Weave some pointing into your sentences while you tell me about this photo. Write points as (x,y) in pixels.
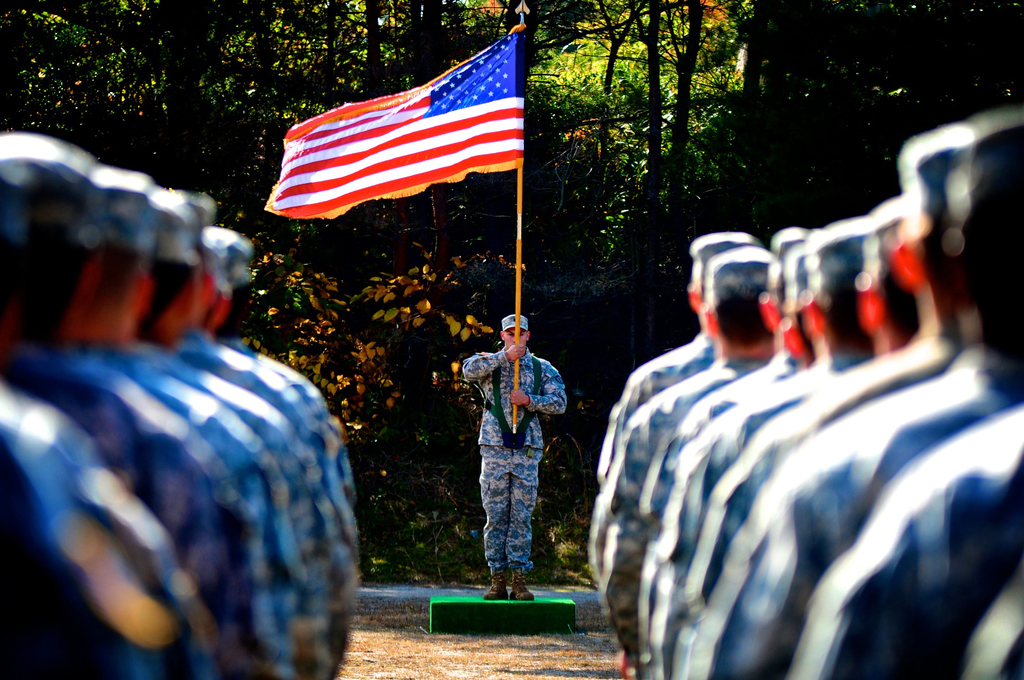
In this image we can see a few people (127,485) standing in the line, in front them, we can see a another person (518,397) standing and holding a flag (495,92), in the background (500,188) we can see the trees (566,152).
